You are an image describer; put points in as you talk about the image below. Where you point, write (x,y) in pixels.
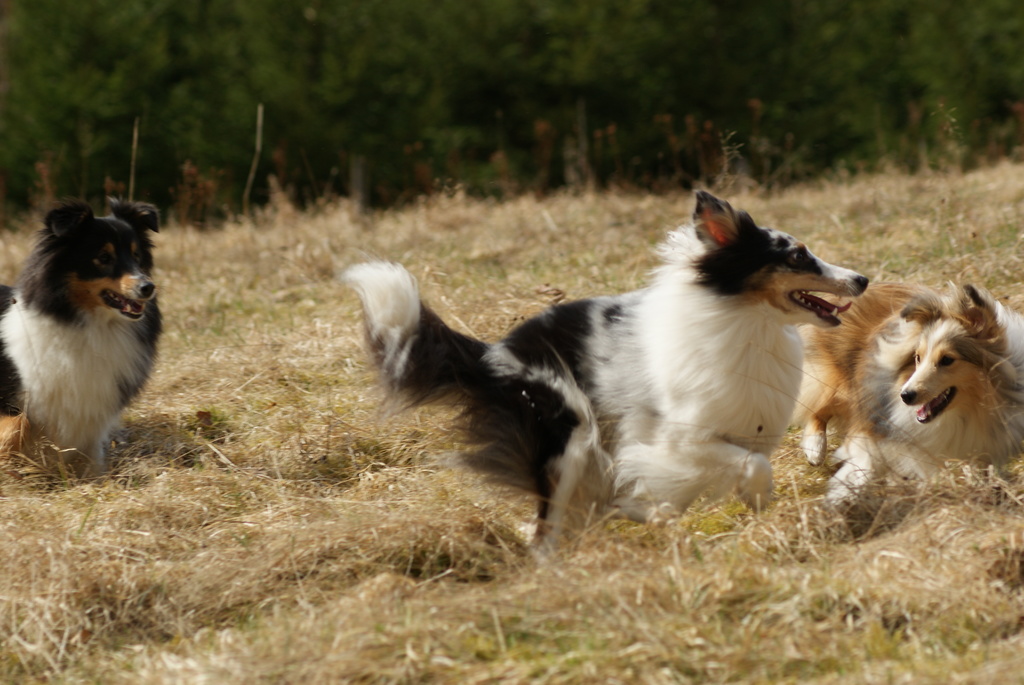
In this image there are three dogs (616,404) on a grassland (456,309), in the background (488,94) there are trees (775,90) and it is blurred.
